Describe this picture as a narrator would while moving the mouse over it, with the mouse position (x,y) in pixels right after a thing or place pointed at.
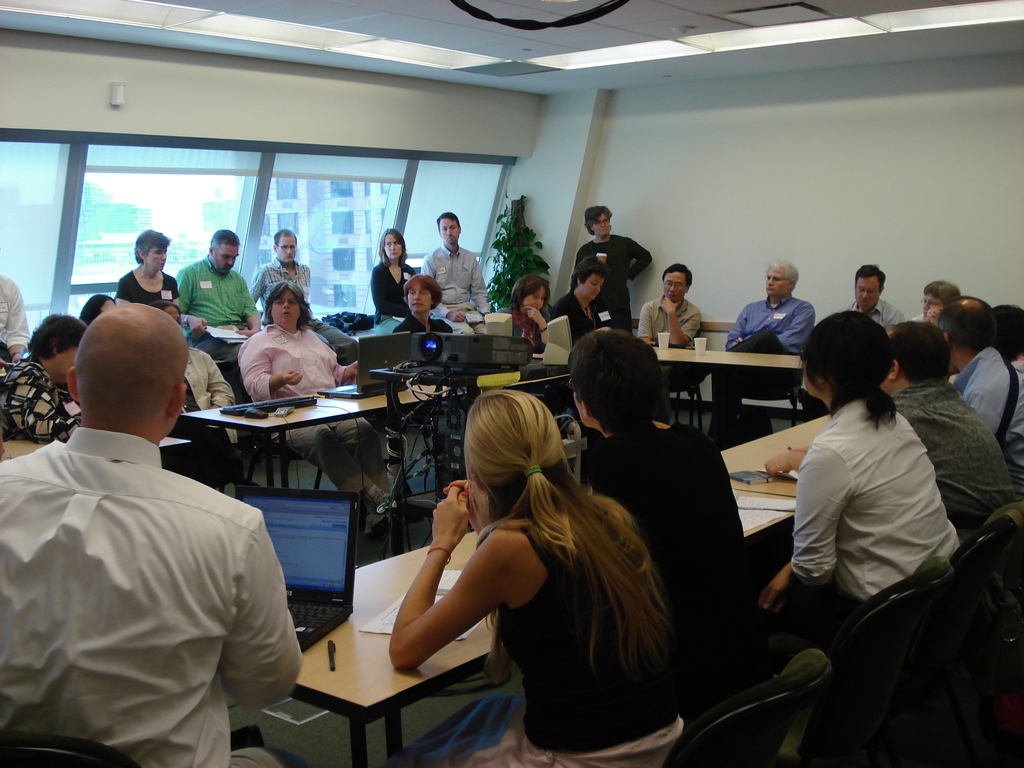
Here we can see group of people (824,445) are sitting on the chairs (691,764). There are tables (358,767), laptops (277,488), papers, and cups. This is wall (741,195) and there is a plant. Here we can see lights (561,57) and glasses (298,210). From the glass (352,246) we can see a building (351,254).
